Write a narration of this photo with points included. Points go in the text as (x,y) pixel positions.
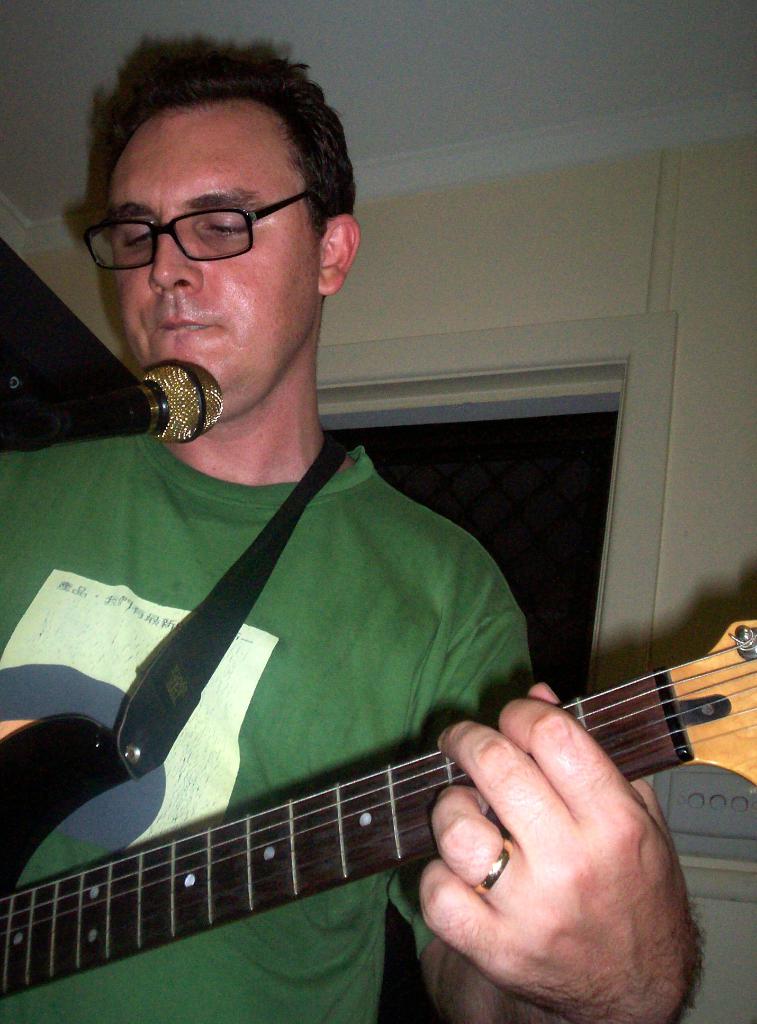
In the picture we can find a man (81,490) holding a guitar (45,765) and playing it in the front of microphone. In the background (473,314) we can see a wall (541,266), ceiling (605,139) and door (562,593). he is wearing a green T-shirt (376,642).
